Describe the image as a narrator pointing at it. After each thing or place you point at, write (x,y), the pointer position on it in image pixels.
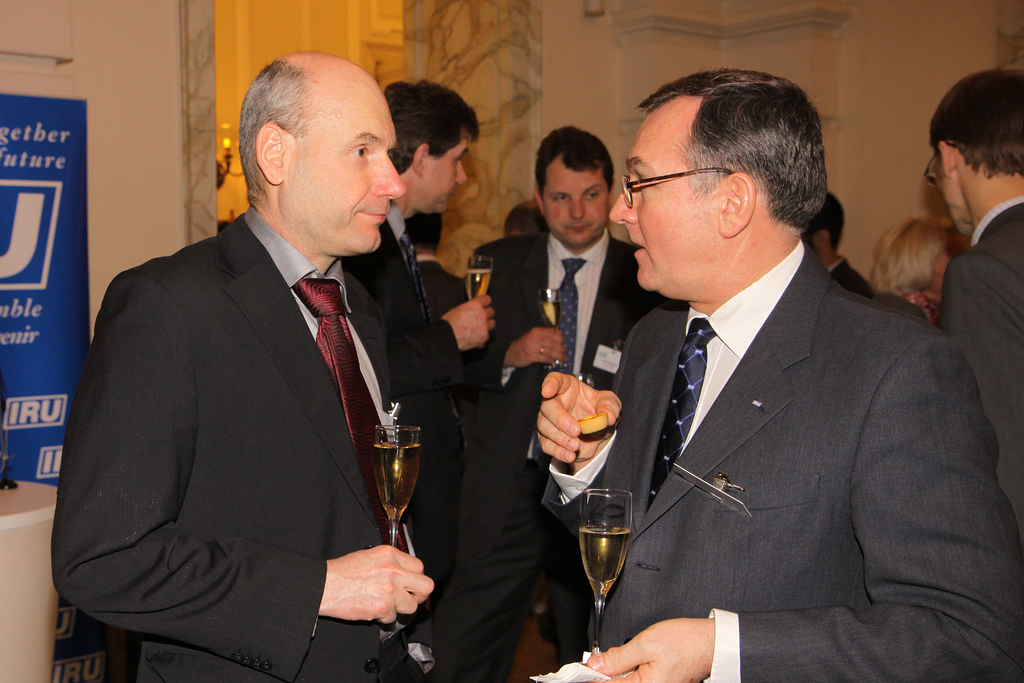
Group of people (825,449) standing and these persons (788,570) are holding glass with drink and wear tie (417,277). On the background (576,55) we can see wall (11,73), light (226,153), banner (32,382).
